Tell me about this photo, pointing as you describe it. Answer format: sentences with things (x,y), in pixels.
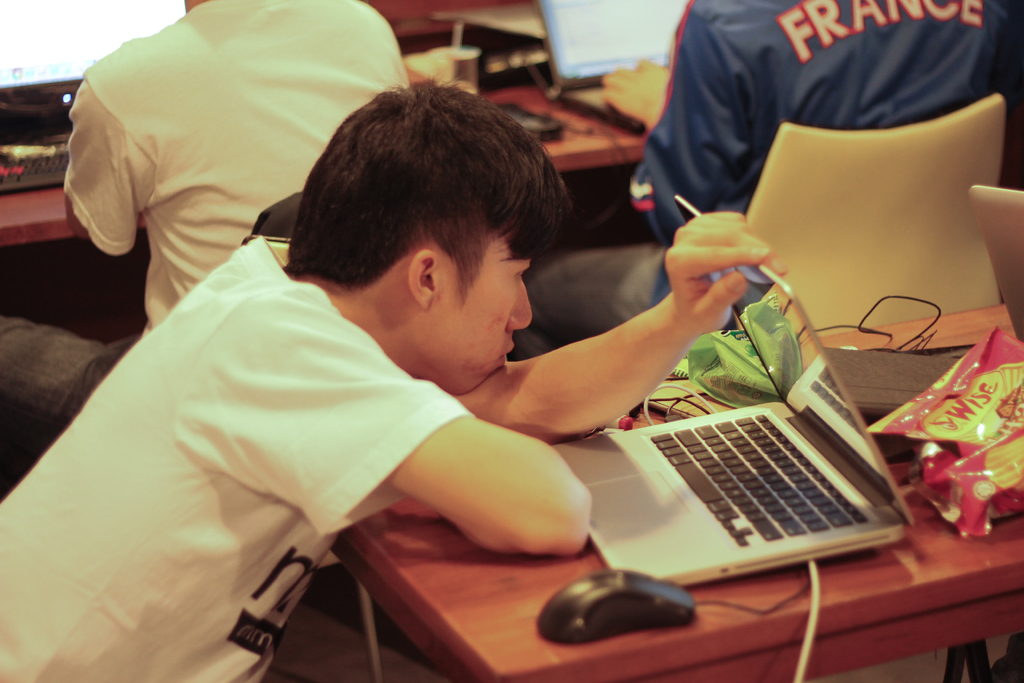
In the image we can see three persons (323,132) were sitting on the chair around the table (556,649). On table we can see laptop (721,472), chips packet (966,476), mouse (622,623) etc.
